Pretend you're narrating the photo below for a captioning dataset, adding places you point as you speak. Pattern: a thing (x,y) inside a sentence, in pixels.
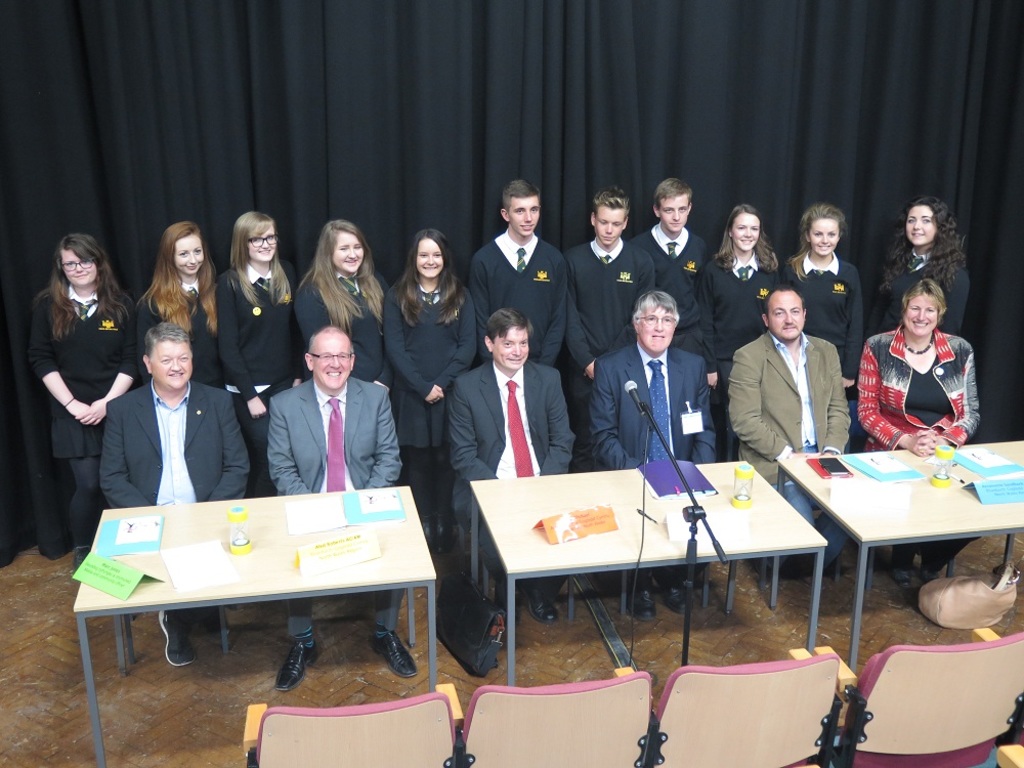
this picture shows a group of people (647,456) seated on the chairs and we see three tables (365,572) and a microphone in front of them and we see few people (424,252) standing on the back (991,286) and a curtain (530,53).
